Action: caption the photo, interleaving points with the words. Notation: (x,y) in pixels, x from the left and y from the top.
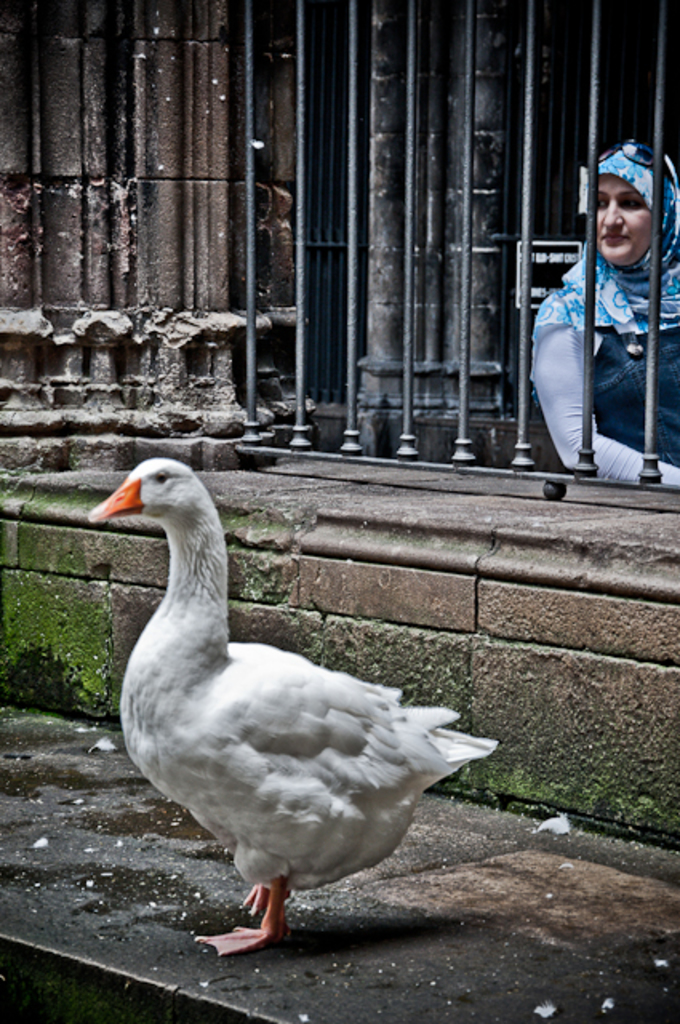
In this image, I can see a duck (306,837) standing. This looks like an iron grill (337,378). I can see the pillars (400,388). On the right side of the image (639,240), I can see the woman (614,378) standing. This looks like a board (548,277), which is behind the woman (580,288).
